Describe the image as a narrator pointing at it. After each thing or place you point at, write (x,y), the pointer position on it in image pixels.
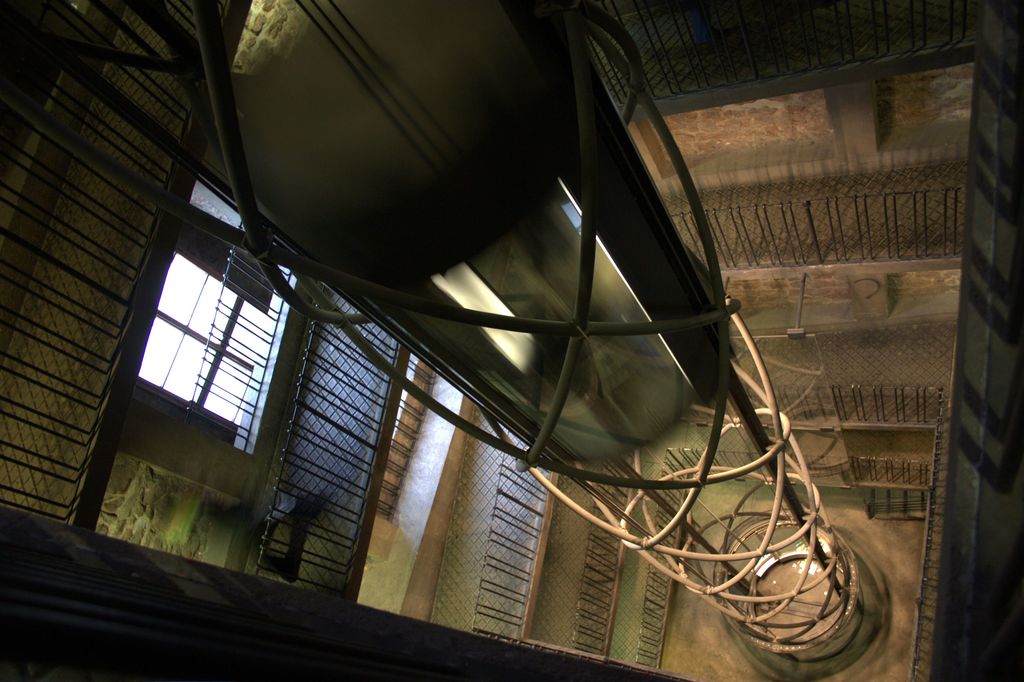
In the center of the image (482,248) we can see pipe (644,333) and iron rods (812,545). In the background (574,555) we can see windows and wall (398,581).
